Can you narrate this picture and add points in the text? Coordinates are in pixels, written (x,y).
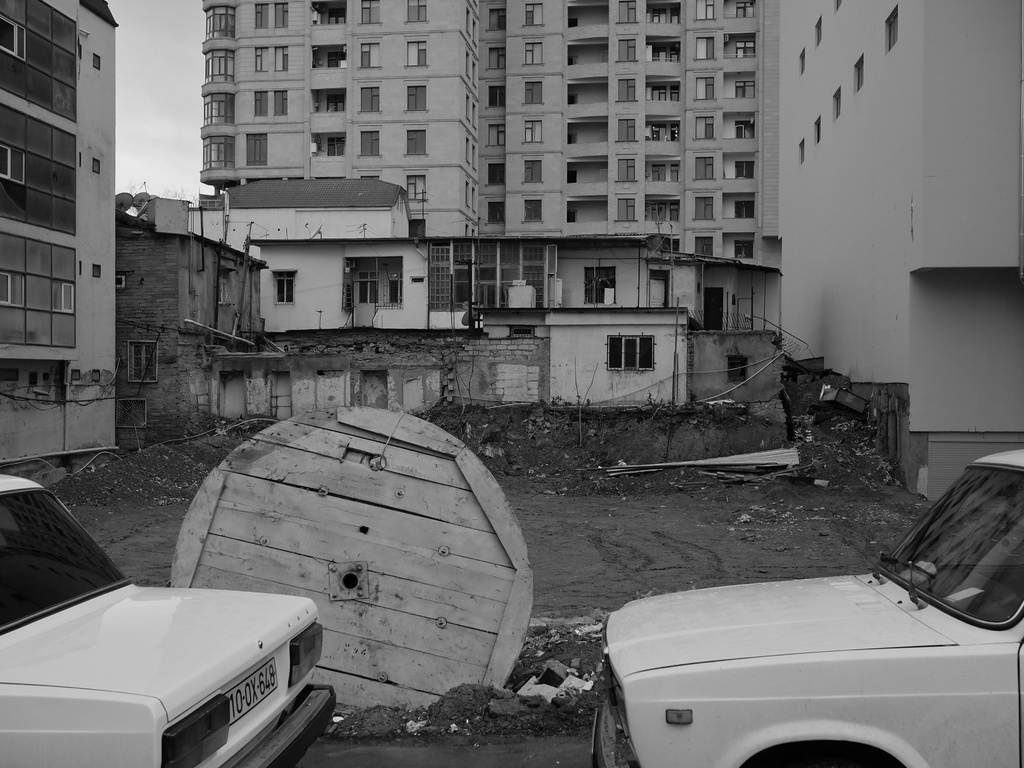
In this black and white picture there are cars (208,675) parked on the ground (492,712). Behind the cars (178,633) there are buildings (520,279). To the left (158,93) there is the sky (154,91). In the center (483,506) there is a wooden board (384,514) on the ground (416,754).
